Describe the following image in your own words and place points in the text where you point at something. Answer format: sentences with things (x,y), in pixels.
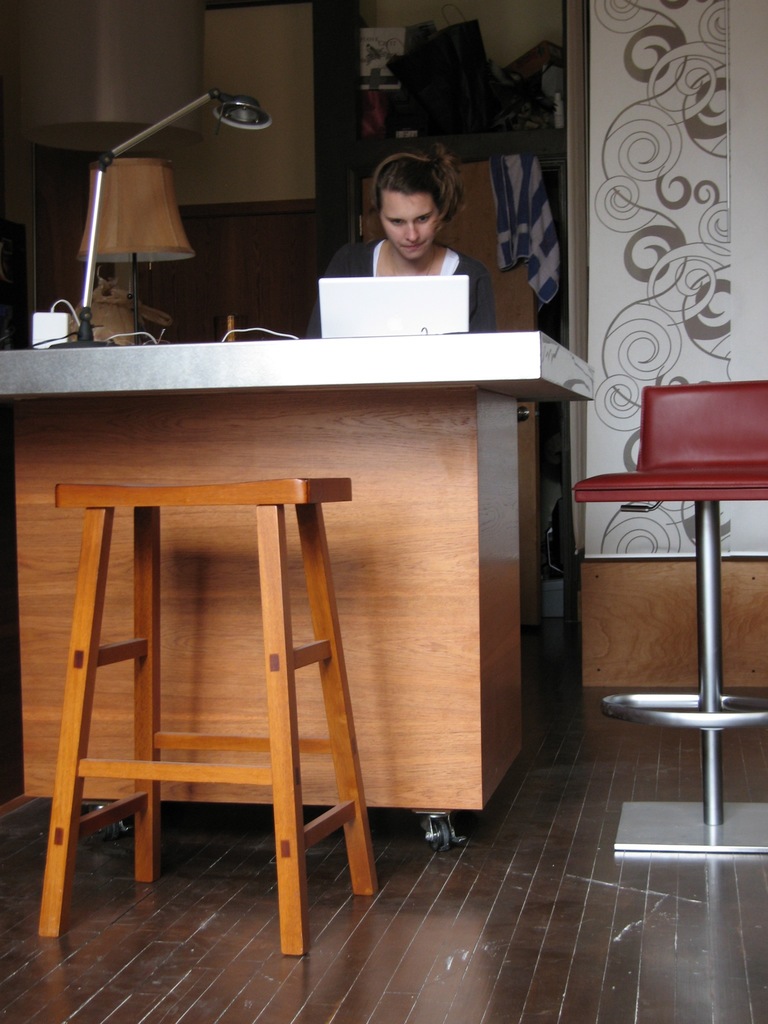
In this image there is a woman (436,155) sitting in chair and operating a laptop (342,320), and on table (203,398) there are lamps (116,31), cables (267,329), laptop (402,336), chair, boxes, wall (671,76).
